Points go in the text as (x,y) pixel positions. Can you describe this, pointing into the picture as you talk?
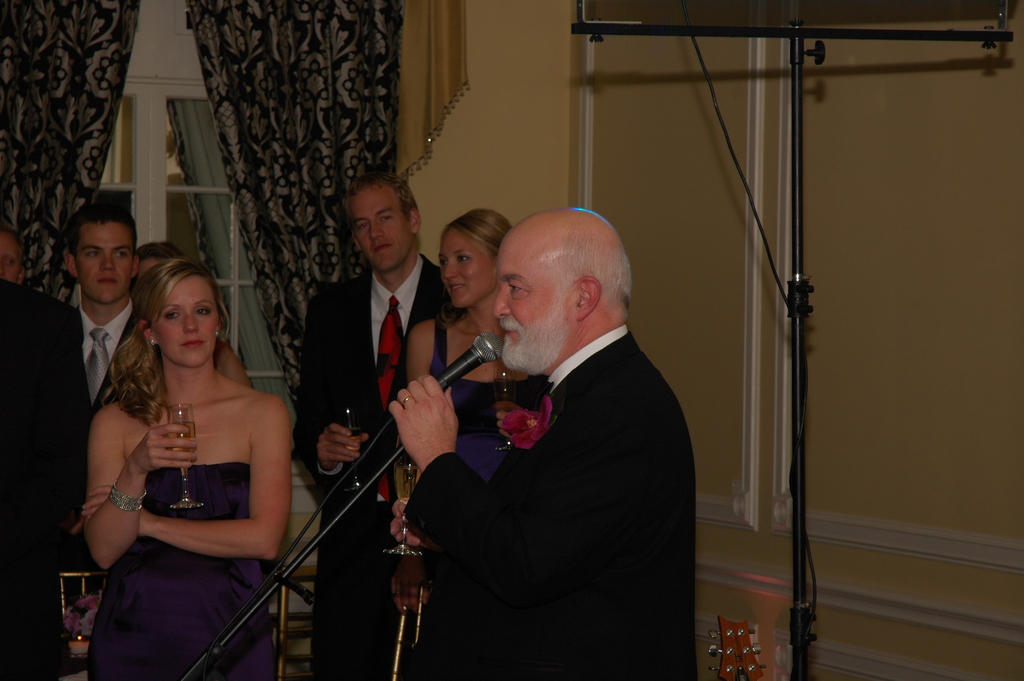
Man (452,431) standing holding microphone (482,353), another persons (467,309) are standing, there is curtain (250,100), door (142,125).
